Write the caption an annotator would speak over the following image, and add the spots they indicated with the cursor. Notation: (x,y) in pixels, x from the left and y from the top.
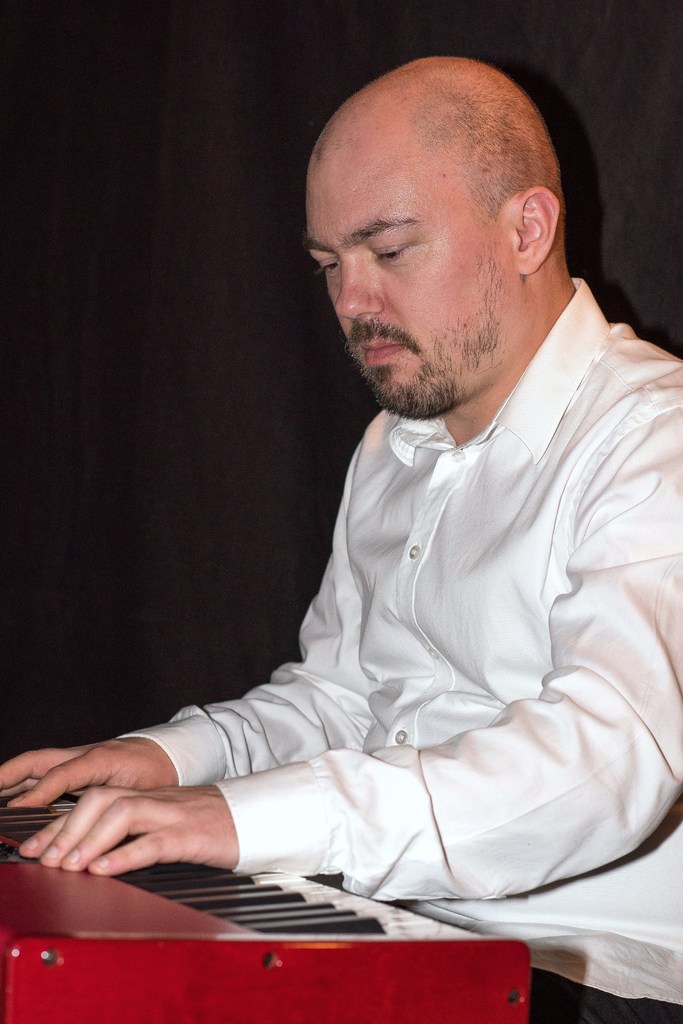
In this image we can see a person (372,872) playing a musical instrument (246,924). At the background (208,419) we can see a black colored curtain (209,404).
